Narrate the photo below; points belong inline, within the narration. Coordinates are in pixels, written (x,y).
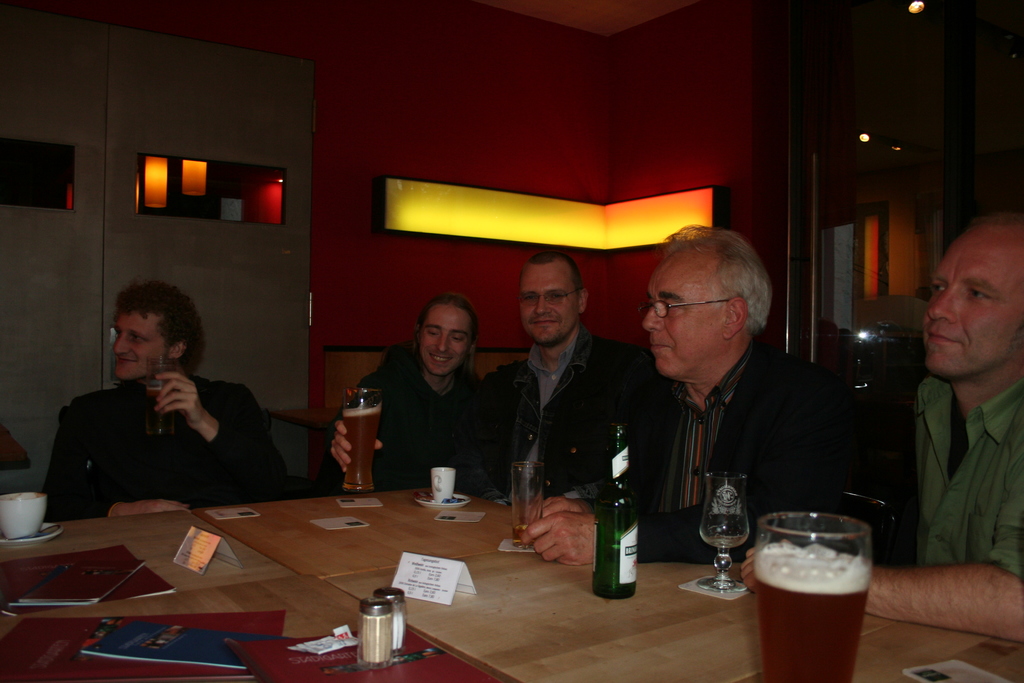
In this image I can see number of people (444,310) are sitting. I can also see smile on few faces (538,330). On this table (592,584) I can see a bottle (631,554) and few glasses (366,394).
